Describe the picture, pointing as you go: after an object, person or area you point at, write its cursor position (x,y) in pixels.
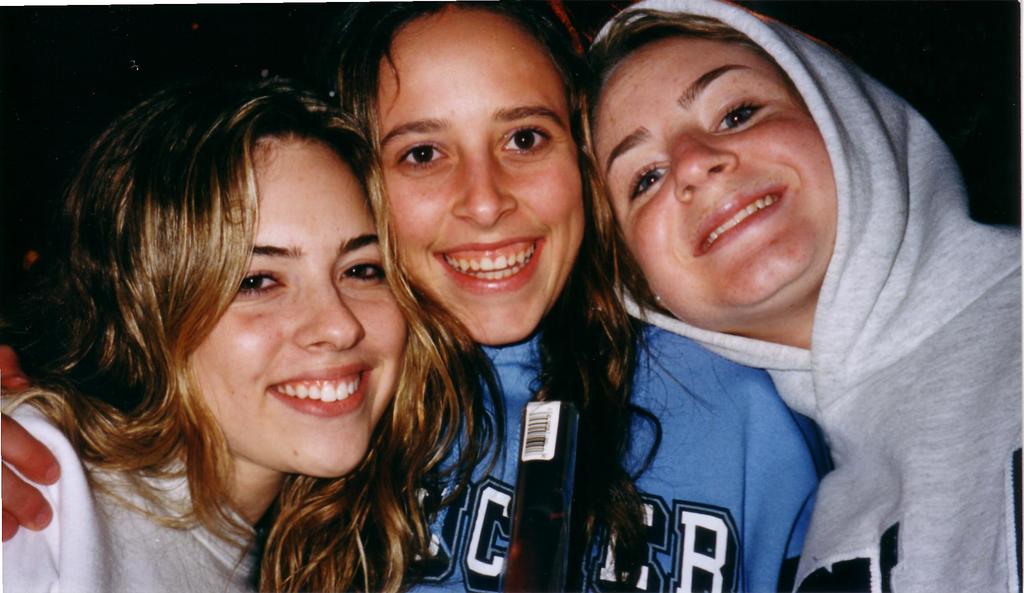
In the center of the image (568,297) we can see three ladies (796,362). They are smiling.
